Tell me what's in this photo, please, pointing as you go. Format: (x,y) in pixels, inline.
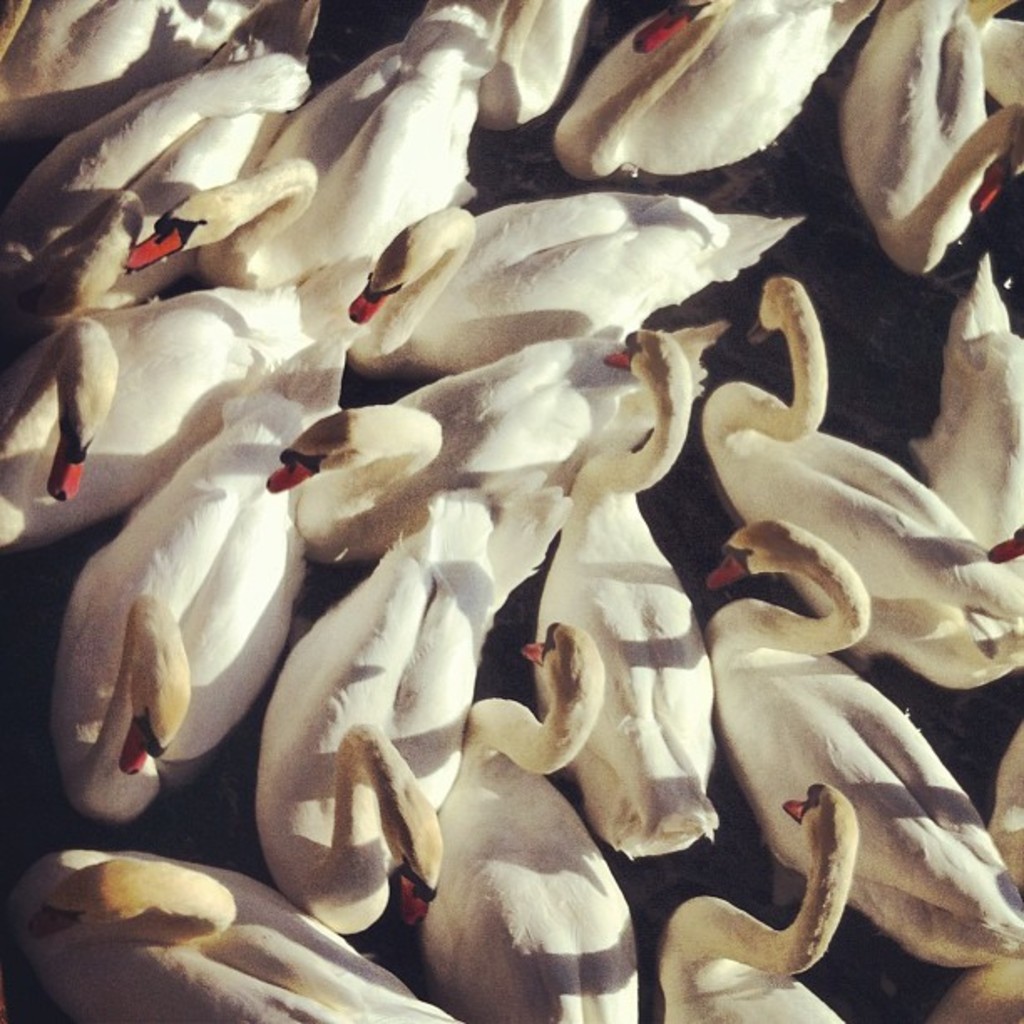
In this image I can see few swans (419,372). They are in white, black and red color.
